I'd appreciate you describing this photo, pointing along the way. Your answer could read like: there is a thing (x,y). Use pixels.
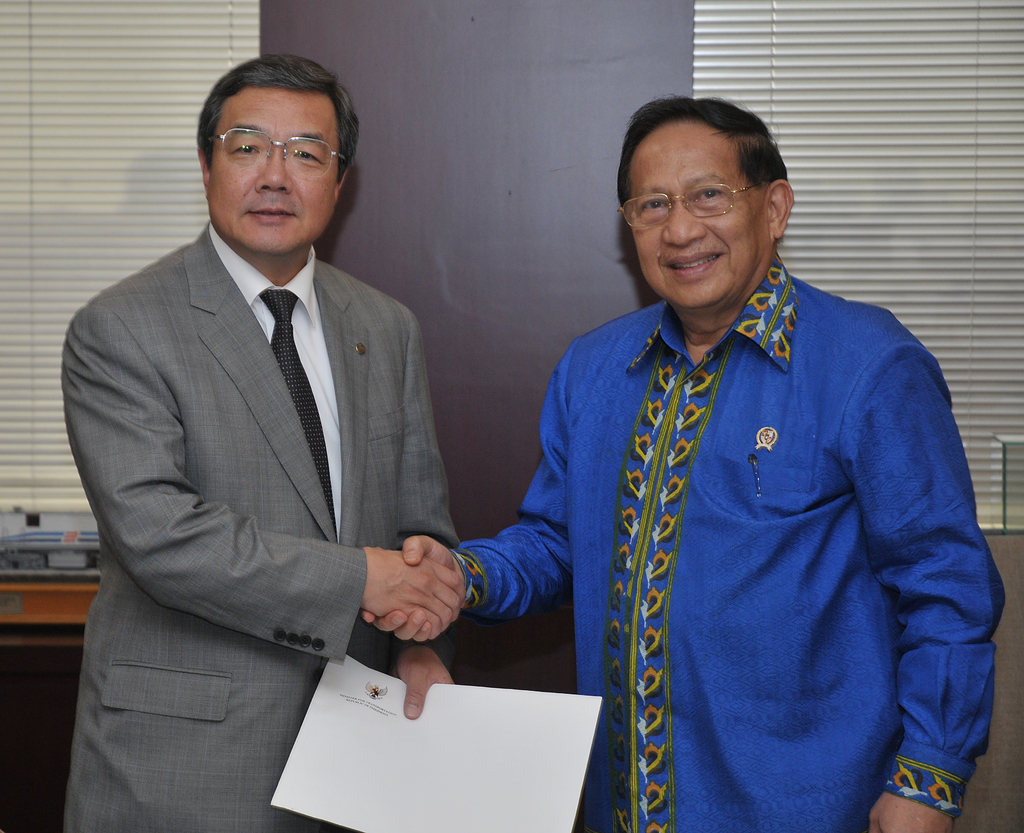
Here in this picture we can see two old men (618,346) standing on the floor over there, both of them are shaking hands (394,601) and the person (385,549) on the left side (269,390) is wearing a suit (213,369) on him and holding a paper (343,692) in his hand (408,654) and both of them are smiling and we can see spectacles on both of them and behind them we can see windows (146,34) present over there.
